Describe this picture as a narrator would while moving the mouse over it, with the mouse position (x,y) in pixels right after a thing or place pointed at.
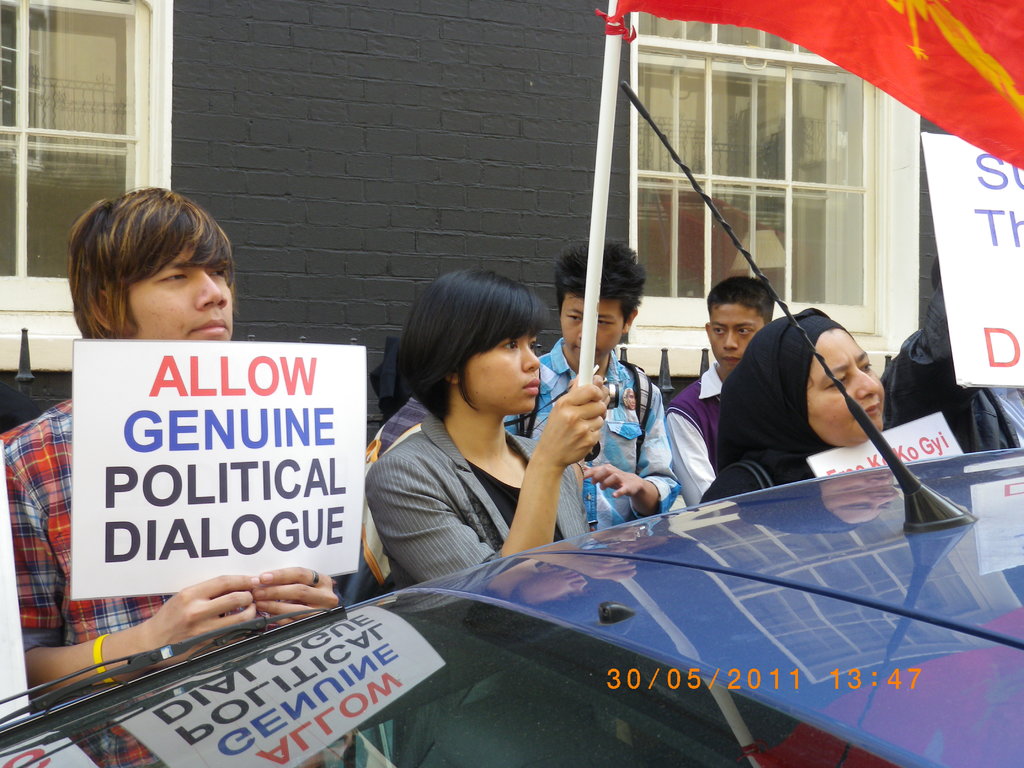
In this image we can see people (600,508) are protesting by holding posters (266,517) and banners (982,63) in their hand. In front of them one car (557,673) is there.
